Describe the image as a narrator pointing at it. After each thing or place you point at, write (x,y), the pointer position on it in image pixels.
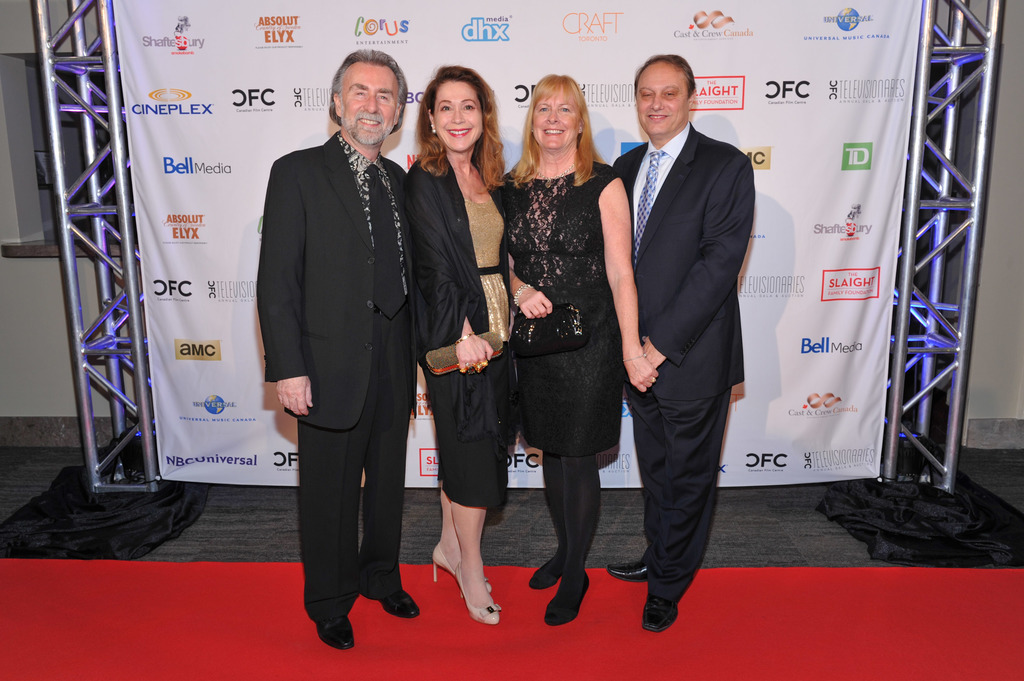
In this picture I can see few people (509,391) are standing on the red carpet (494,629), behind we can see a banner (813,131) to the iron poles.
